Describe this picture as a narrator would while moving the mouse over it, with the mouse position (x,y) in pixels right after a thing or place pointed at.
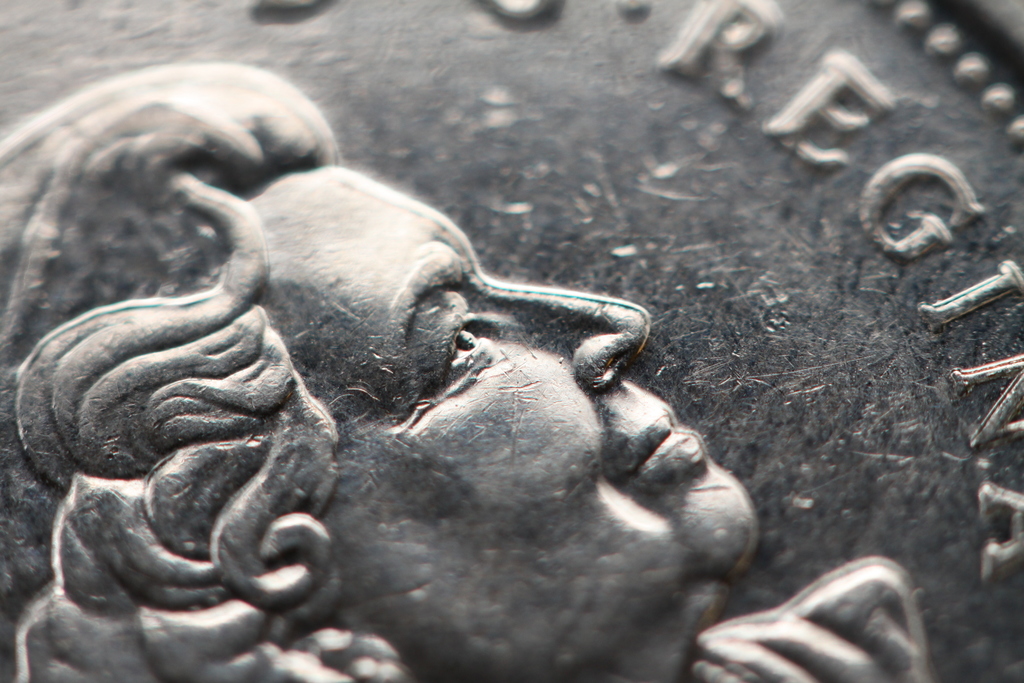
In this image we can see a sculpture (352,334) of a person's face (359,320) and some text (999,422) on the coin (541,387).
